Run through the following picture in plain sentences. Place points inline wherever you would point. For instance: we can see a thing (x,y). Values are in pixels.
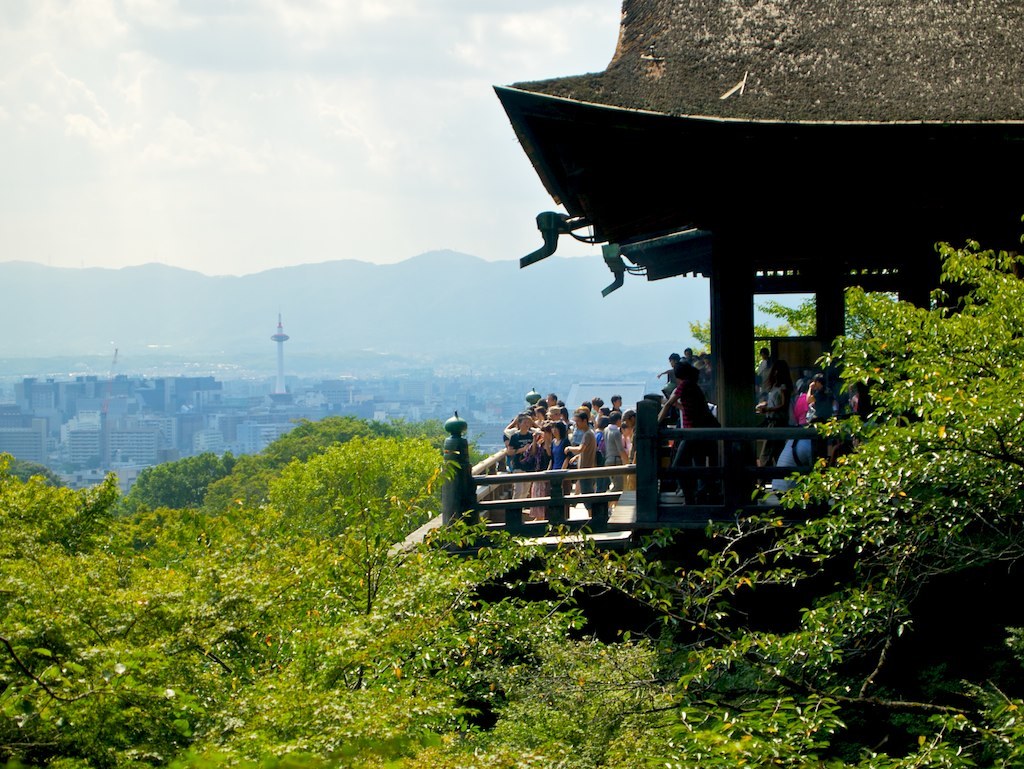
In this picture I can see buildings (226,420), trees (372,454) and I can see hill (328,326) and looks like a house (830,194) on the right side (767,403) and I can see few people (599,424) standing and a cloudy sky (289,144).
